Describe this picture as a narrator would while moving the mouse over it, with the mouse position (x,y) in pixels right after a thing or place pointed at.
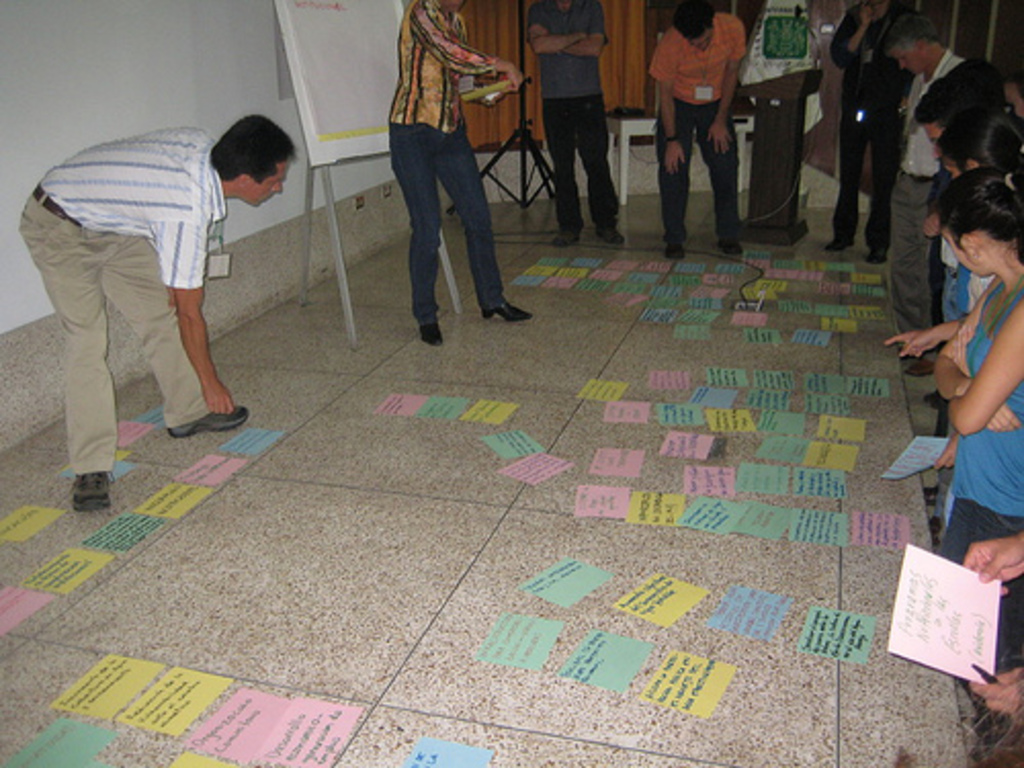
On the left (227,153) there is a man (191,138) who is wearing shirt (98,161), trouser (42,224) and shoe (105,505). He is standing near to the wall (67,140). Beside him there is a woman (461,100) who is standing near to the board (352,94). On the top (552,167) there are two persons (661,139) standing near to the table (642,132) and camera stand (520,8). On the right (997,470) we can see group of persons (959,263) who are looking to this papers (666,441). In the floor (554,744) we can see different color of papers (217,725) and something is written on it.
